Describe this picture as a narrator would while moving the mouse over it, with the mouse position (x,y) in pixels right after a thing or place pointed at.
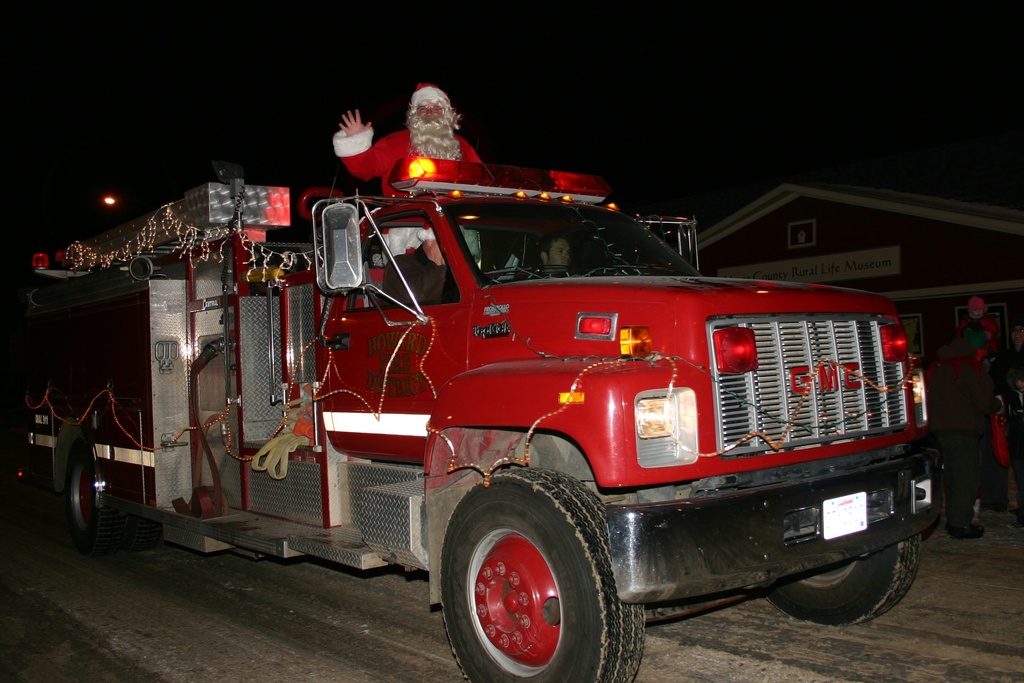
In the foreground of this picture (338,526), there is a truck (154,530) moving on the road (367,602) and a person (429,137) standing on it. In the background (811,187) there is a building (802,199) and a light (107,197).
